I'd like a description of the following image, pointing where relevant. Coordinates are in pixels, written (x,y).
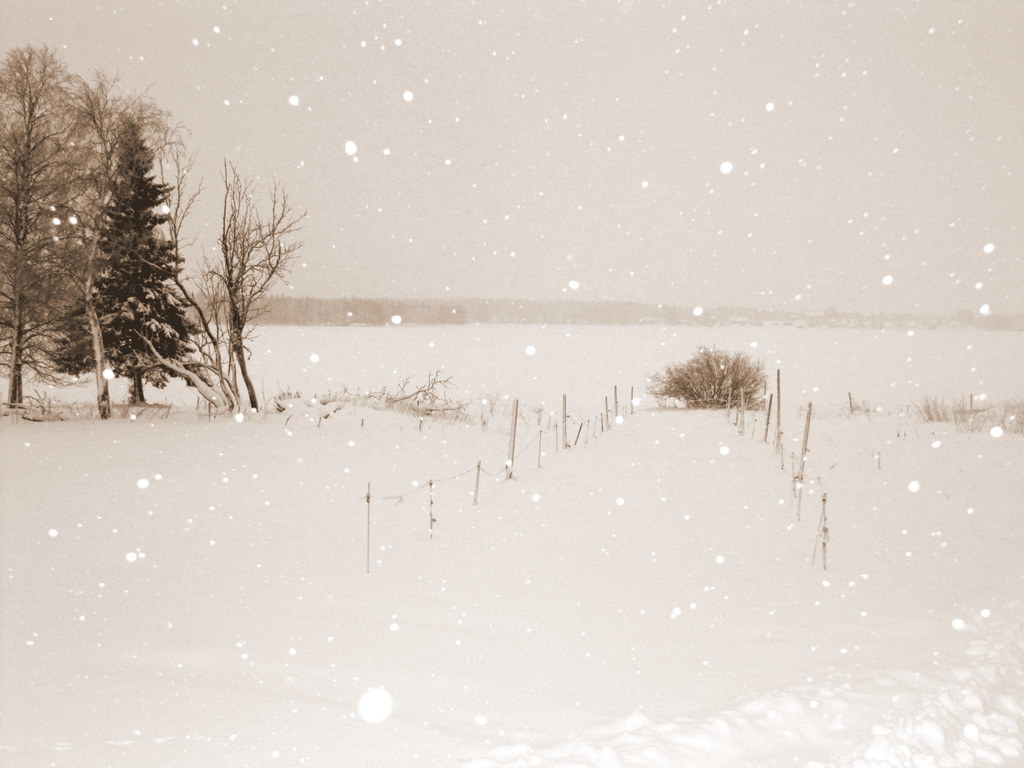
In this image there is snow (433,421) truncated towards the bottom of the image (472,684), there are plants (722,377), there is a fencing (805,447), there are trees (50,196) truncated towards the left of the image (83,274), there is snow (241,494) falling down, the background of the image (721,128) is white in color, there are plants (974,408) truncated towards the right of the image (967,413).
